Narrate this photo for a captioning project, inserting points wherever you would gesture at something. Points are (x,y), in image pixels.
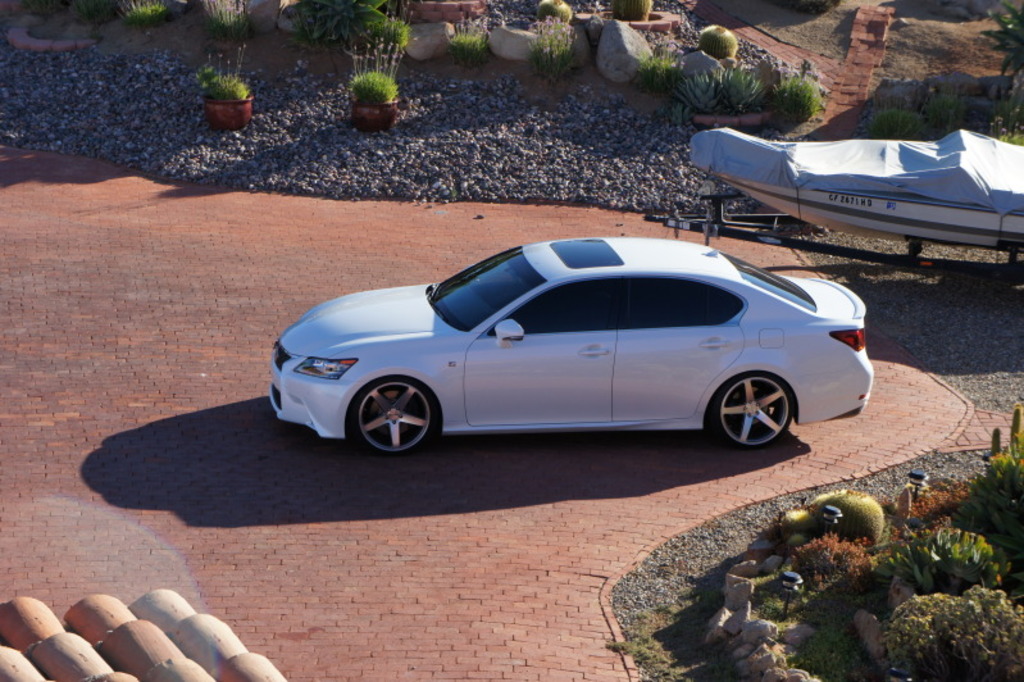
In this image in the center (499,344) there is a car (576,368) which is white in colour moving on the road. In the background (401,128) there are plants (653,63) and there are stones (480,159) on the ground (461,150). In the front (636,613) on the bottom right (826,619) there is grass (820,649) on the ground (813,633) and there is a pole (788,601) and there are plants (946,561).
